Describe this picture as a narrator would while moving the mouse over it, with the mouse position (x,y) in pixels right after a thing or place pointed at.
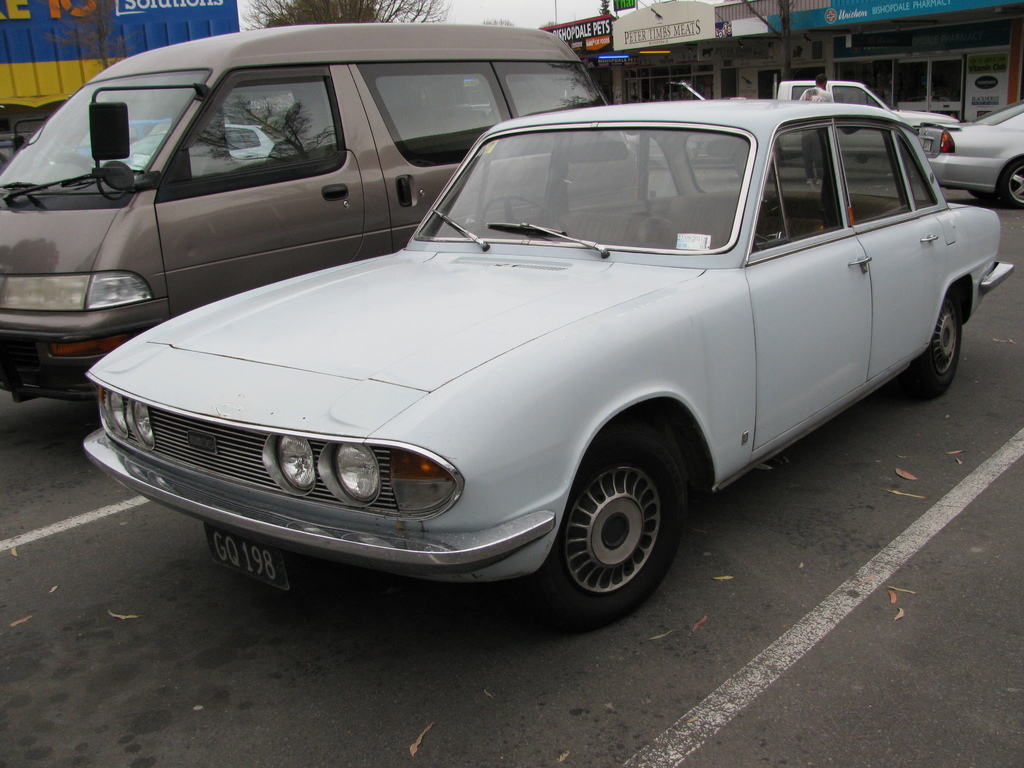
In this picture we can see vehicles (561,67) on the road (1023,322). There is a person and we can see stores (920,105), boards (647,41) and tree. In the background of the image (512,3) we can see the sky (508,1).
